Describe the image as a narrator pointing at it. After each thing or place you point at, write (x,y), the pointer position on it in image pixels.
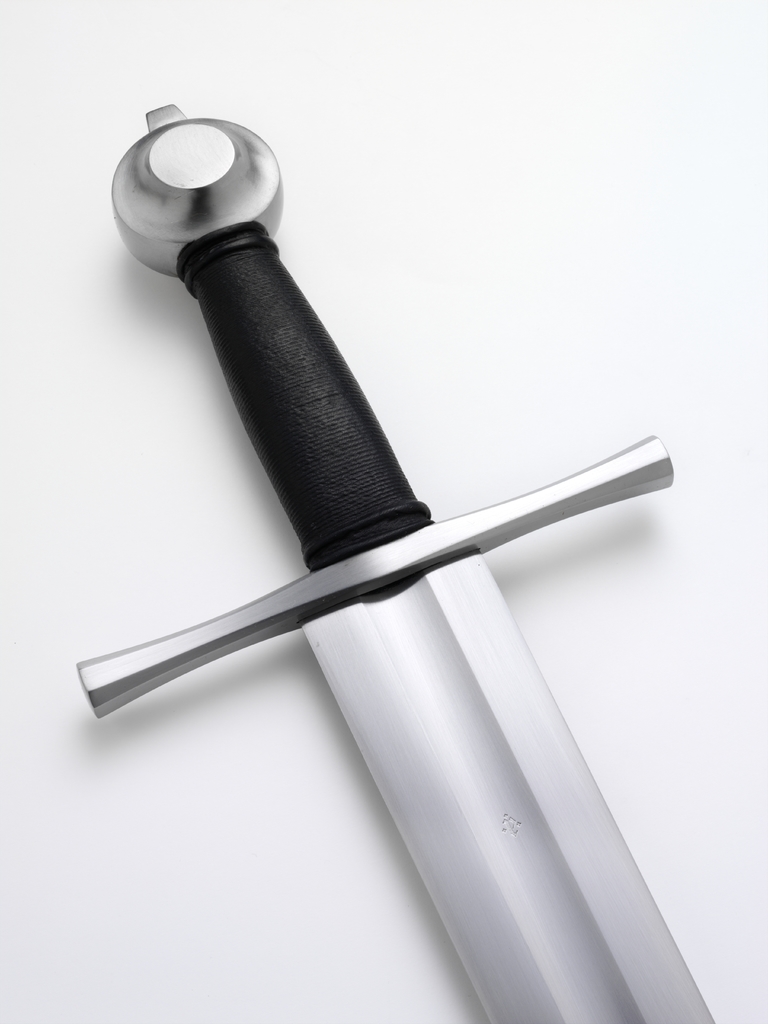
In the picture we can see a sword (517,809) with a black color handle (325,451) to it.
